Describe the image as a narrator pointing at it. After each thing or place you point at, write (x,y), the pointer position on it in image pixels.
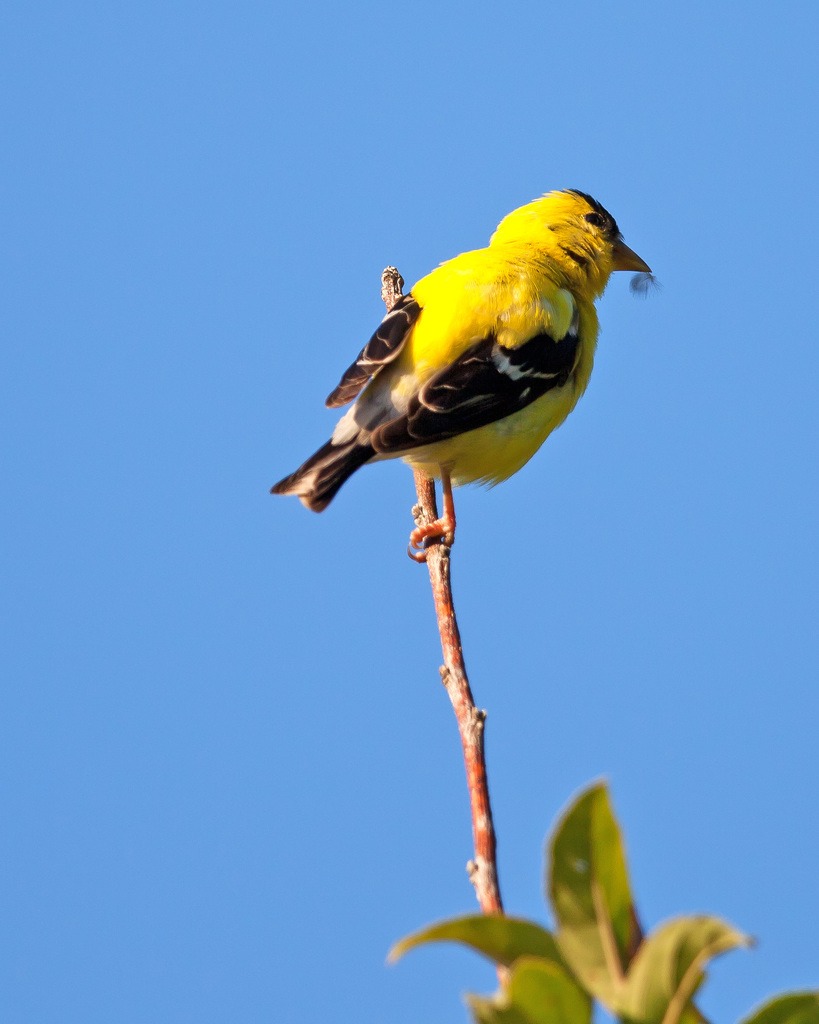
Bird (511,264) is standing on a branch (487,779). Here we can see green leaves (602,894). Sky (653,439) is in blue color.
